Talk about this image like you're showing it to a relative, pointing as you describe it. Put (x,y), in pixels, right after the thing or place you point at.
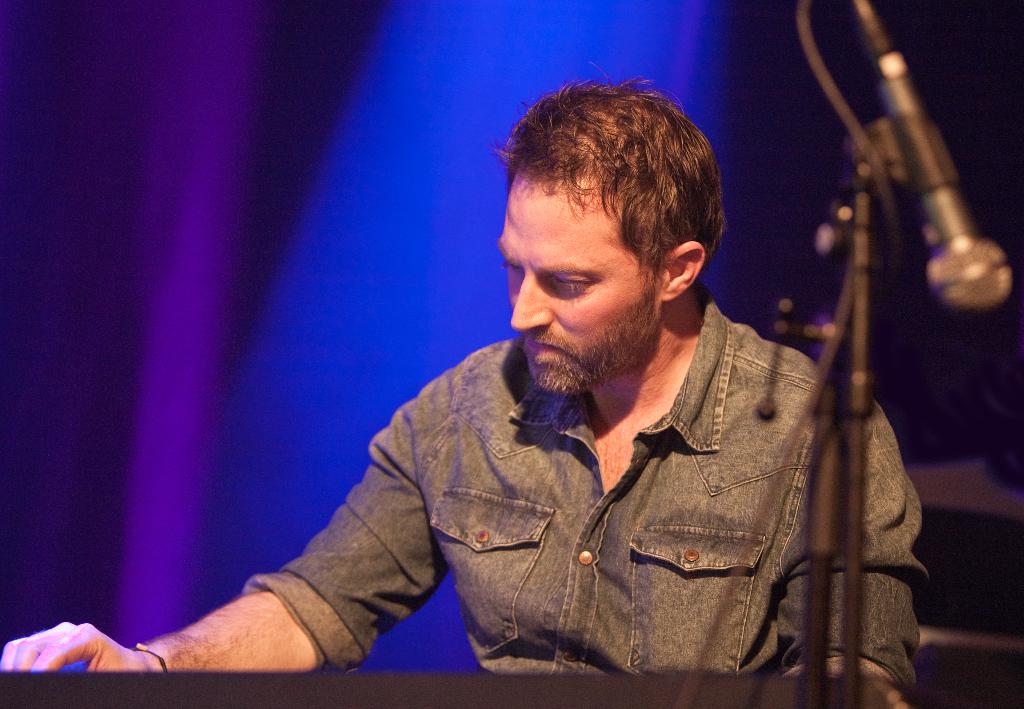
In this image there is a person (571,364) sitting, there is a person (600,501) playing a musical instrument (199,678), there is a musical instrument (325,686) truncated towards the bottom of the image (773,693), there is a stand (858,453), there is a wire (822,70), there is a microphone (937,137), there are blue and purple color lights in the background of the image (453,176).
